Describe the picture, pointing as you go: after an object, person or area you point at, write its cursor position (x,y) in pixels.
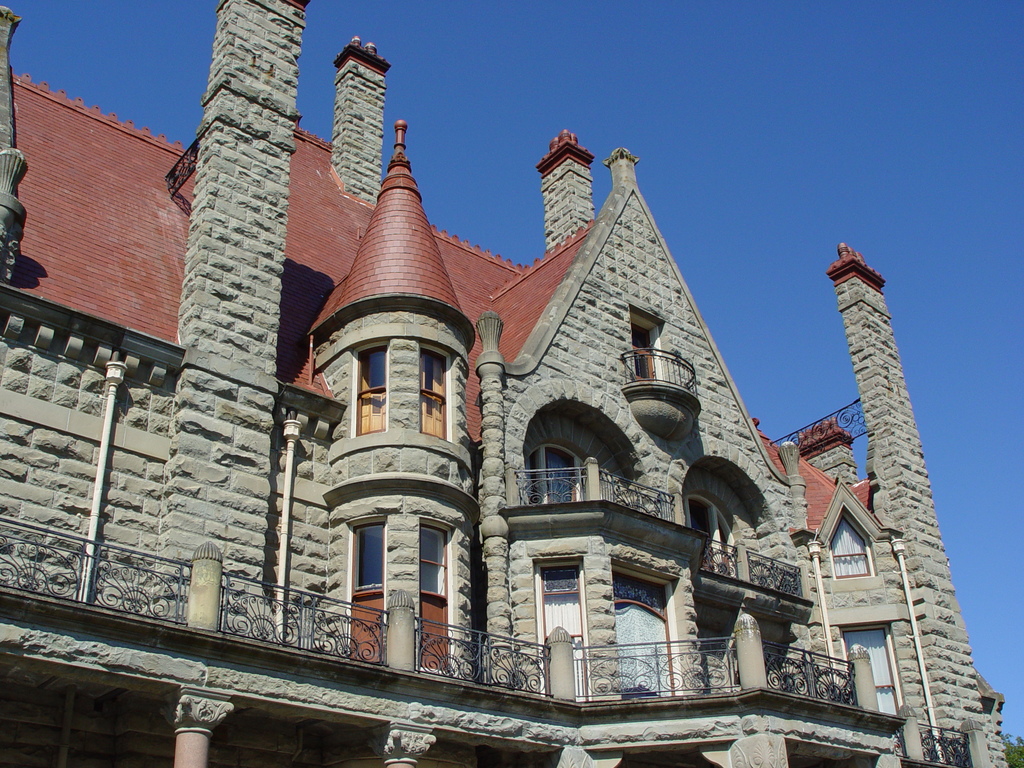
In this image I can see a building (328,573) in brown and gray color, background (785,11) the sky (745,168) is in blue color.
